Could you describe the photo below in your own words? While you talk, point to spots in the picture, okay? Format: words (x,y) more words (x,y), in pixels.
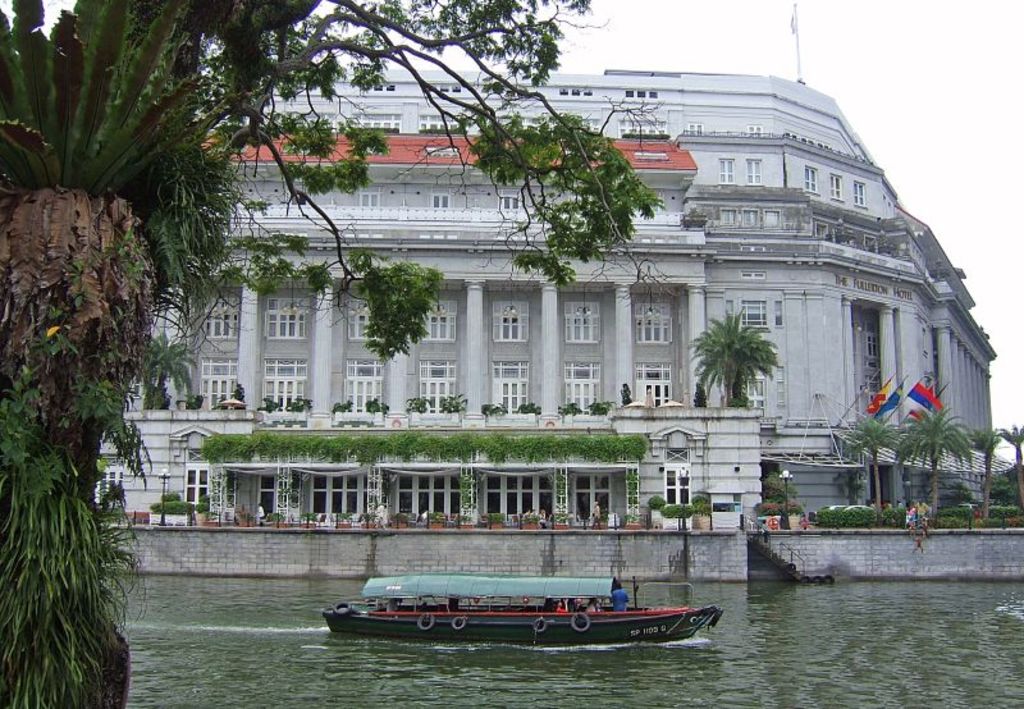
In this picture I can see the boat (545,594) on the water (544,671). I can see the flags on the right side (920,380). I can see the building (503,355). I can see trees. I can see clouds (843,8) in the sky (777,11).
